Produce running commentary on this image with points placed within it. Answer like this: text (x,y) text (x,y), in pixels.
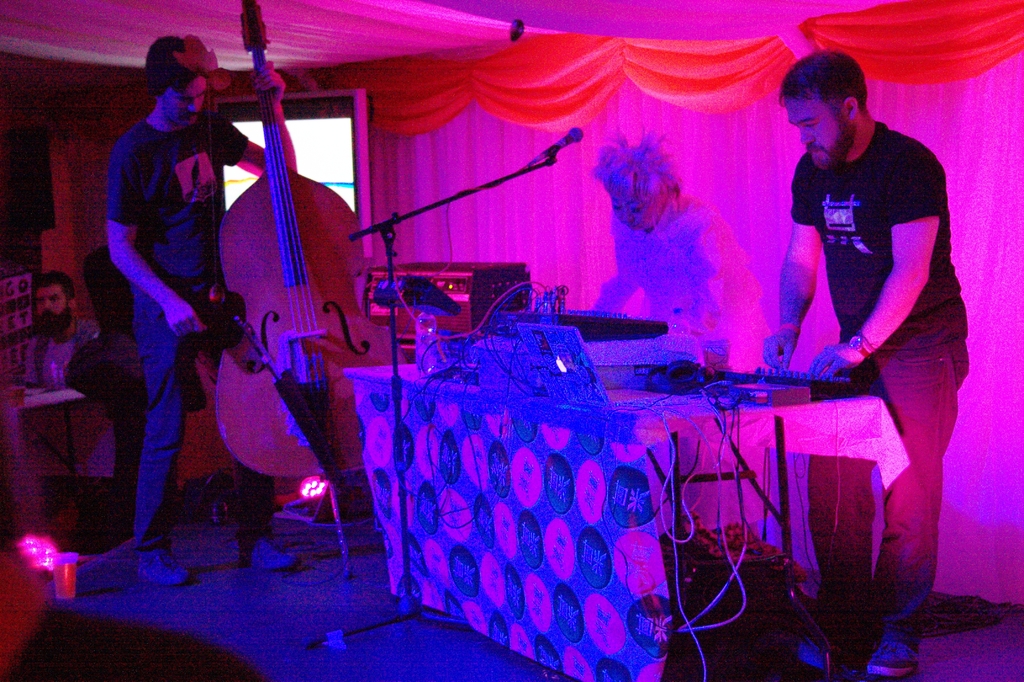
There is a man (177,114) holding a double bass (236,386) with his hand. This is floor (273,596) and there is a glass (61,564). Here we can see three persons (662,200) are standing on the floor (981,659) and this is table (564,448). Here we can see a mike (425,209), curtain (429,193), screen (340,167), and musical instruments (566,339).
